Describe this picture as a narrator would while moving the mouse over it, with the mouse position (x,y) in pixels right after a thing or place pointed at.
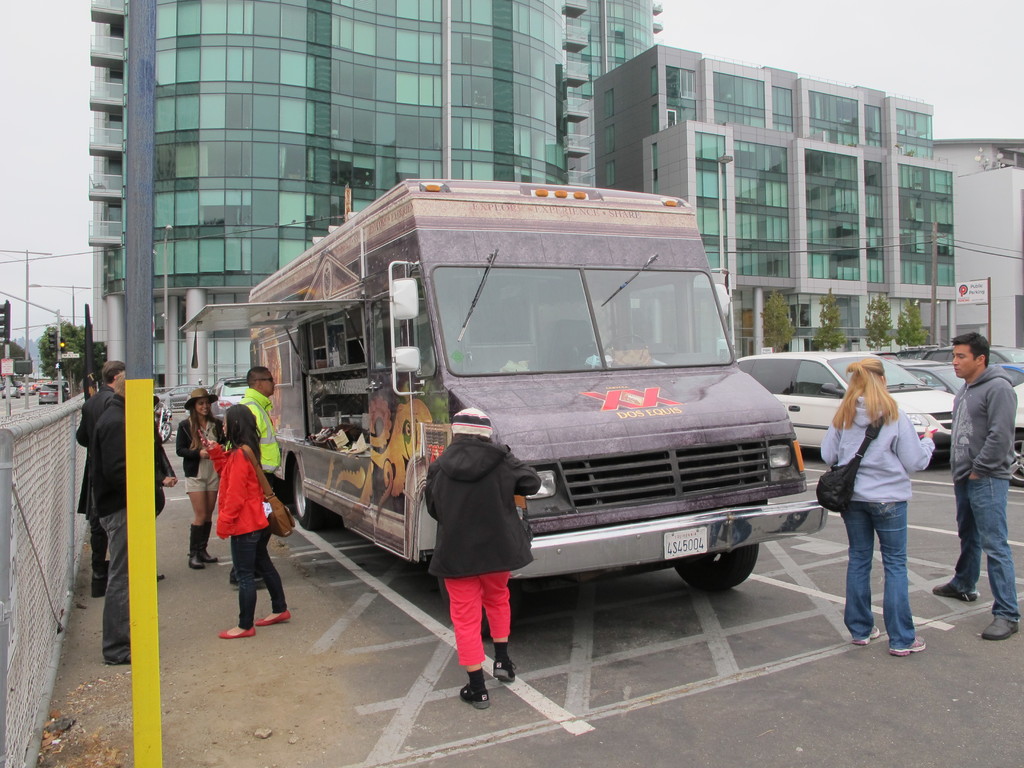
In this image we can see these people (962,409) are standing on the road (250,639), we can see a food truck (586,438), a few vehicles (995,349) parked here, we can see boards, fence (11,530), poles (131,339), trees (830,321), traffic signal poles (60,378), glass buildings (644,141) and the sky (798,33) in the background (698,55).
